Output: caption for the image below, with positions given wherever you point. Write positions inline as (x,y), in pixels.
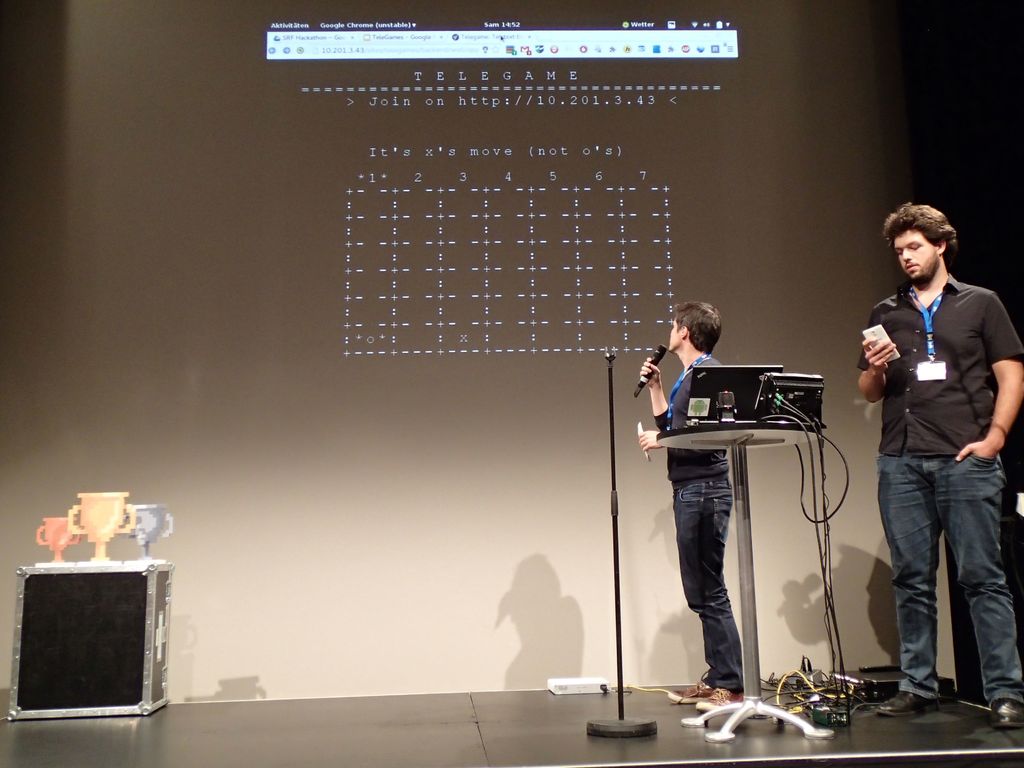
This image is taken indoors. At the bottom of the image (531,725) there is a dais (447,733). In the background (524,183) there is a screen (456,185) with a text (523,256) on it. On the left side of the image (83,668) there is a table (101,577) with three cups (100,538) on it. On the right side of the image (691,447) there is a mic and there is a table (745,448) with a few things (774,419) on it. There are few wires (832,688). Two men (936,517) are standing on the dais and a man (885,385) is holding a mobile phone (877,328) in his hand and another man (686,353) is holding a mic (656,358) in his hand (647,369).
